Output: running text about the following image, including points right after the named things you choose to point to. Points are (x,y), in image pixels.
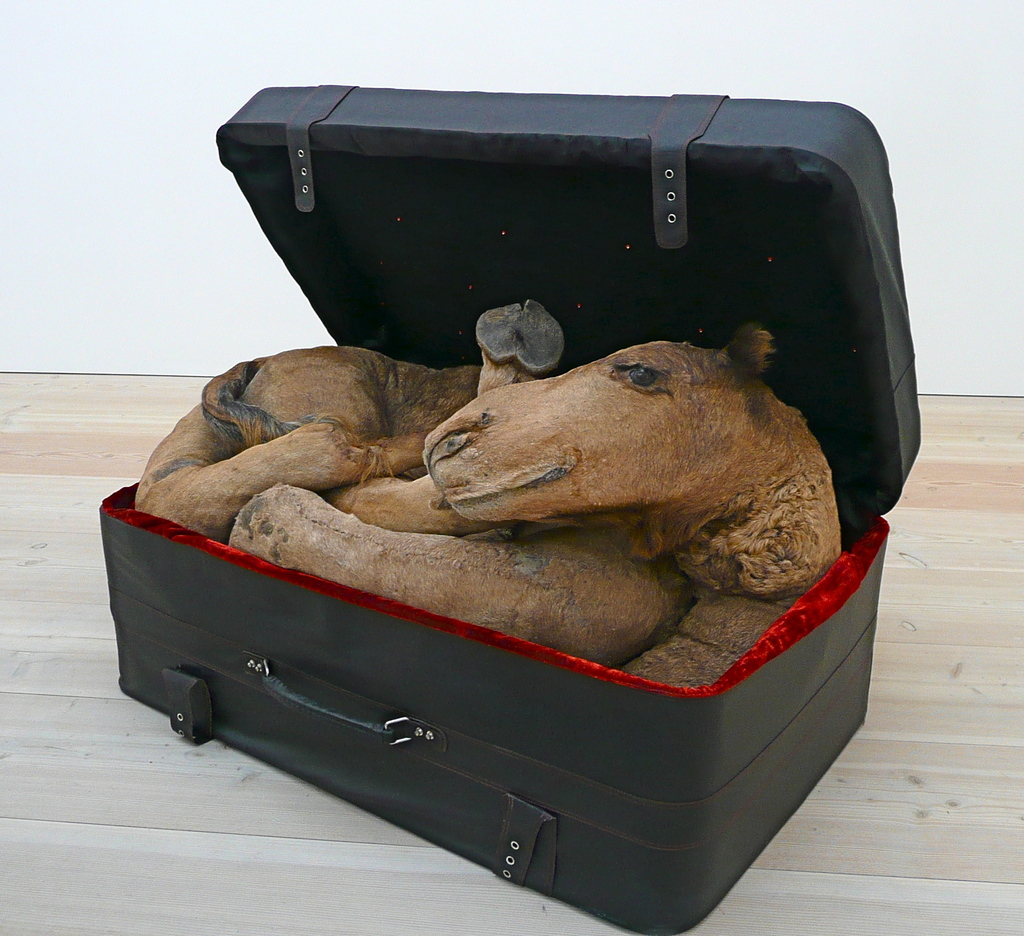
In this image I can see a black color suitcase (325,748). A toy (593,606) is stuffed in this suitcase (247,634).
